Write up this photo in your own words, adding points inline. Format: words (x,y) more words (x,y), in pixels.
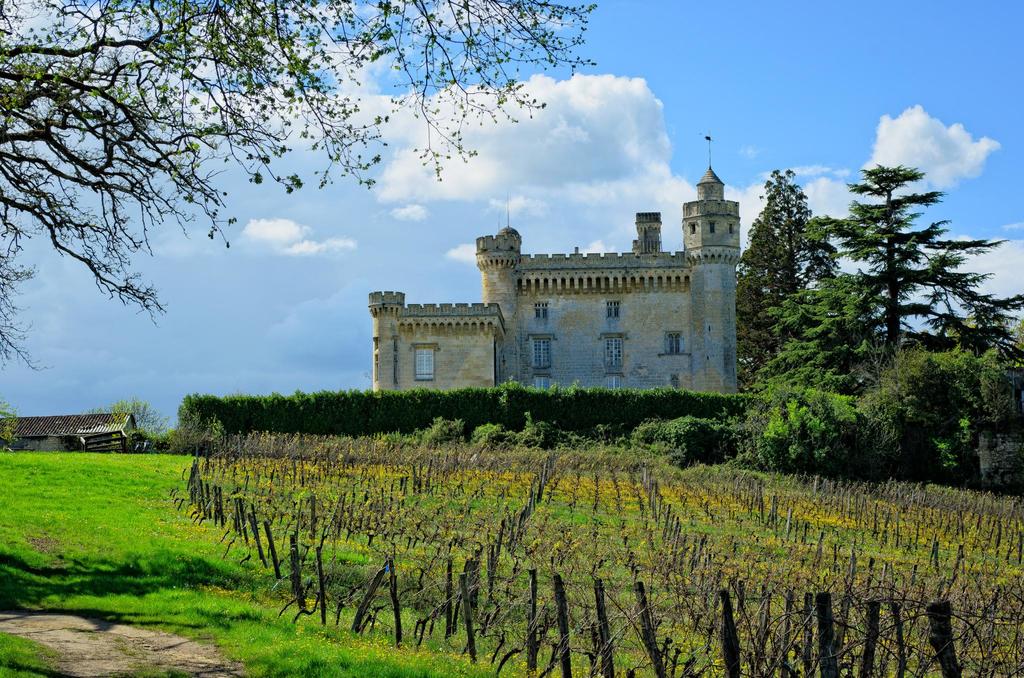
In the center of the image (670,249) we can see the sky (675,115), clouds (605,147), trees (769,447), plants (763,432), grass (413,492), one house (84,430), one building (480,373) and windows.
